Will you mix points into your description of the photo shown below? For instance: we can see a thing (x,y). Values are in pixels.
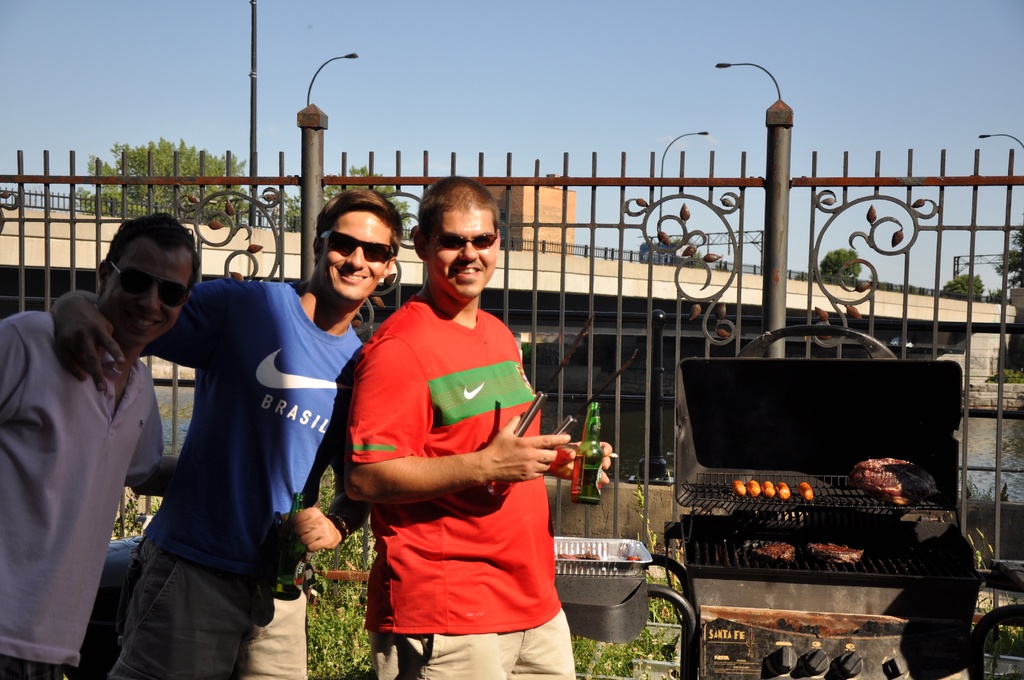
In the picture I can see three men (507,368) and there is a smile on their faces (477,229). I can see two men (482,549) holding the glass bottle (586,437) in their hand (557,458). I can see the outdoor grill rack (924,550) and topper (713,406) on the right side (775,397). I can see the metal fence (536,216). In the background (761,289), I can see the flyover (625,327) and trees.
